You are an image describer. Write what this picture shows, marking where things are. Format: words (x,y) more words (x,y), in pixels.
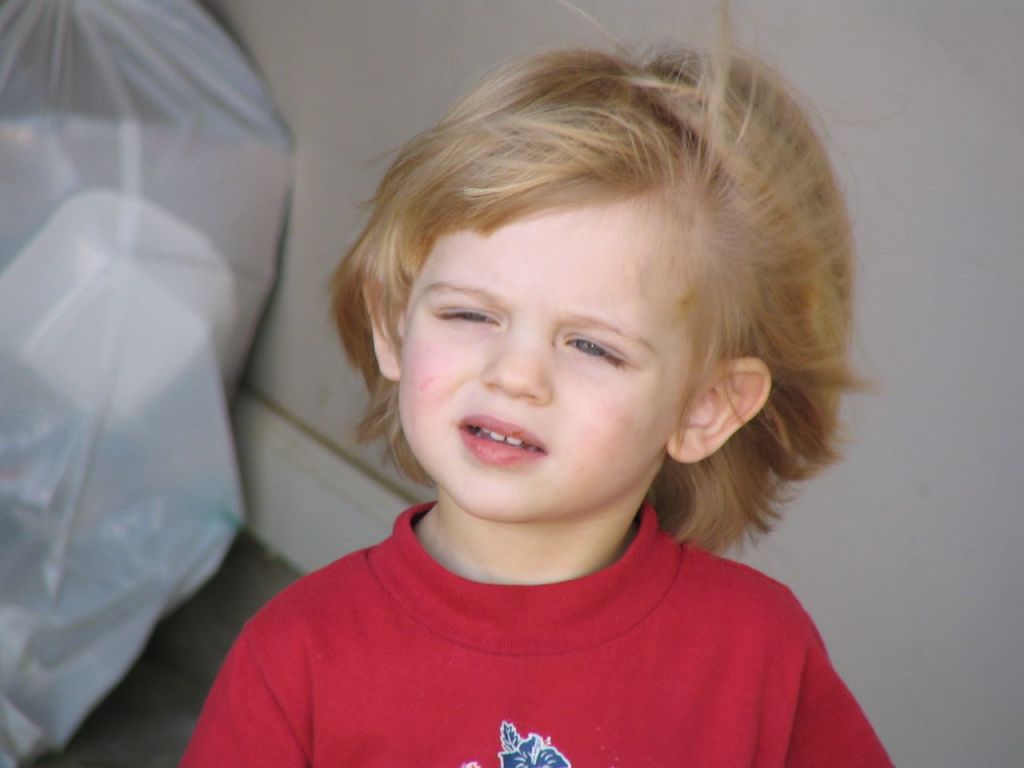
In this image in the front (563,538) there is a boy (545,545) wearing a red colour shirt (518,657). In the background (21,153) there is a packet (128,275) and there is a wall (427,89).
